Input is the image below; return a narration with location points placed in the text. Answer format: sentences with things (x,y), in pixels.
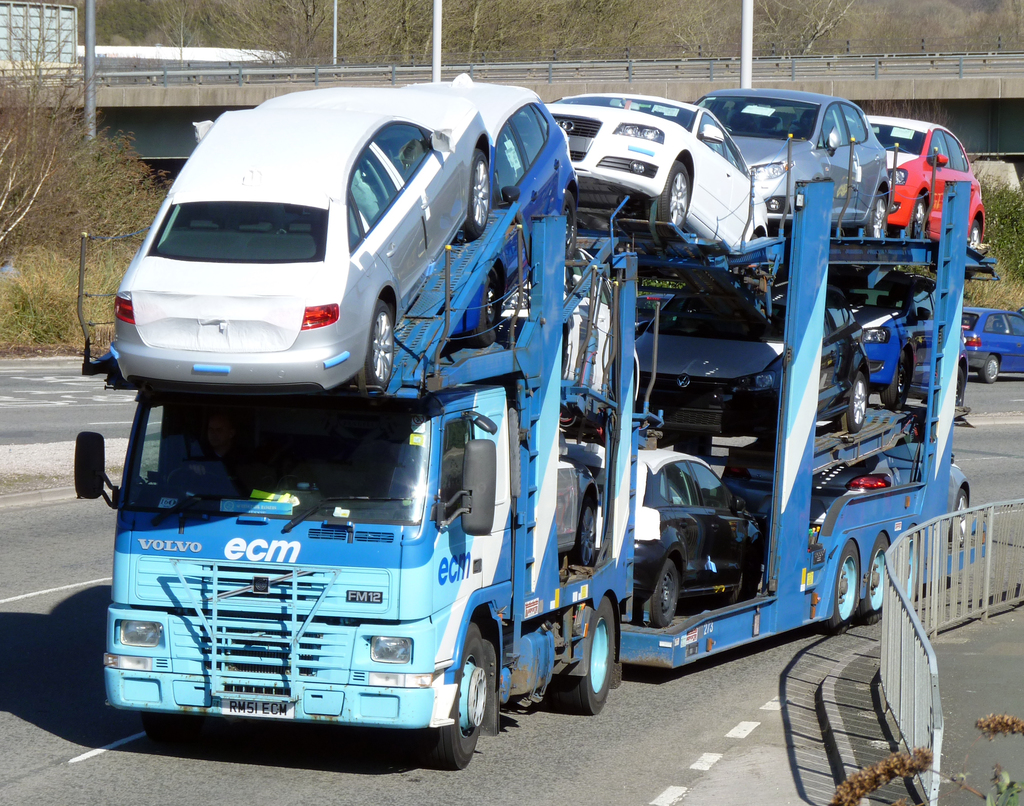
In this image I can see many vehicles (191,493) on the road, in front (200,596) the vehicle (441,594) is in blue color. Background (33,101) I can see few dried trees (38,115) and a bridge (204,85).
